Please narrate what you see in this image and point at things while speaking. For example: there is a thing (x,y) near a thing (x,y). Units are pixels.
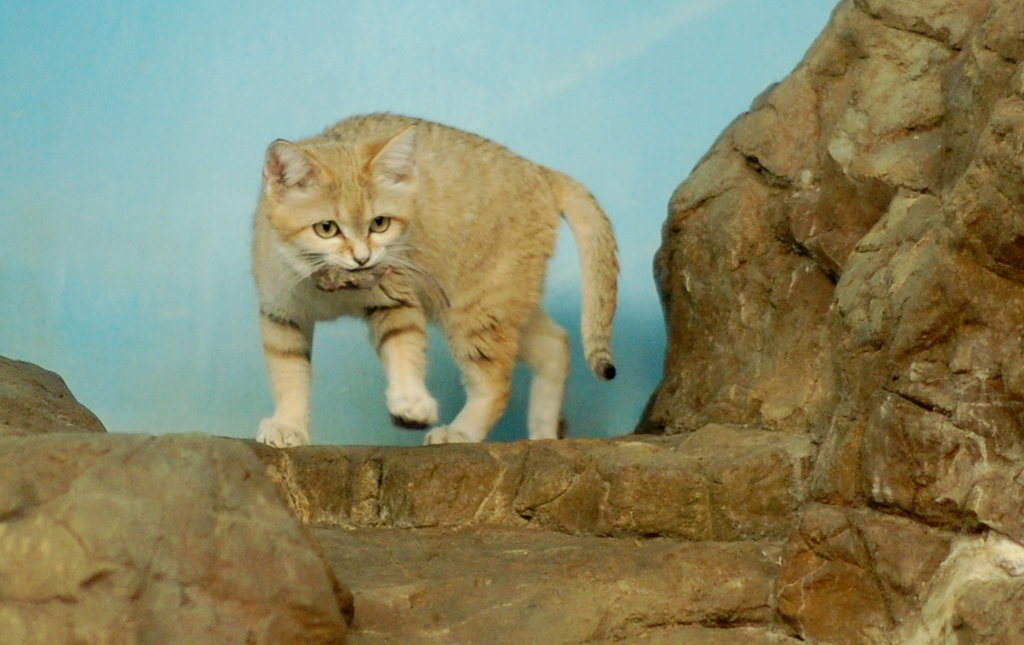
In this picture there is a brown color cat (389,358) standing on the rock (452,467) and looking into the camera. Behind there is a blue background (617,88).
